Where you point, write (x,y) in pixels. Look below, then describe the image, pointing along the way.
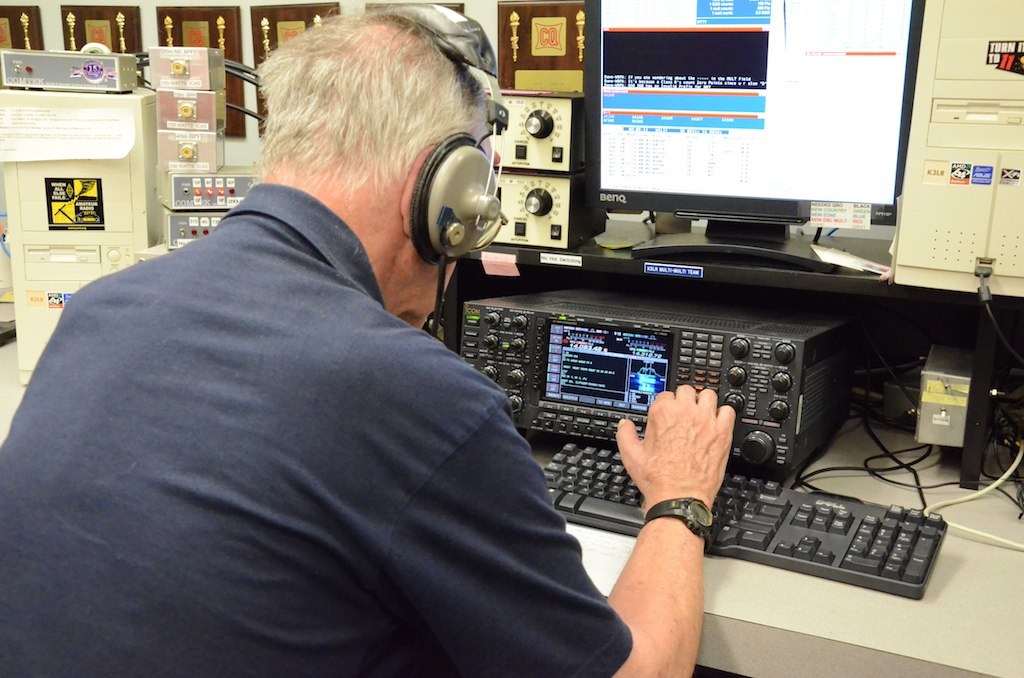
On the left side (334,141), there is a person (334,141) in a shirt (353,373), wearing a headset (467,194) and operating a radio (601,393). In front of him, there is a keyboard (911,513), a monitor (648,67) and other devices (15,275) arranged on the shelves (677,280). In the background (27,14), there are photo frames (139,7) attached to a white wall (252,129).
